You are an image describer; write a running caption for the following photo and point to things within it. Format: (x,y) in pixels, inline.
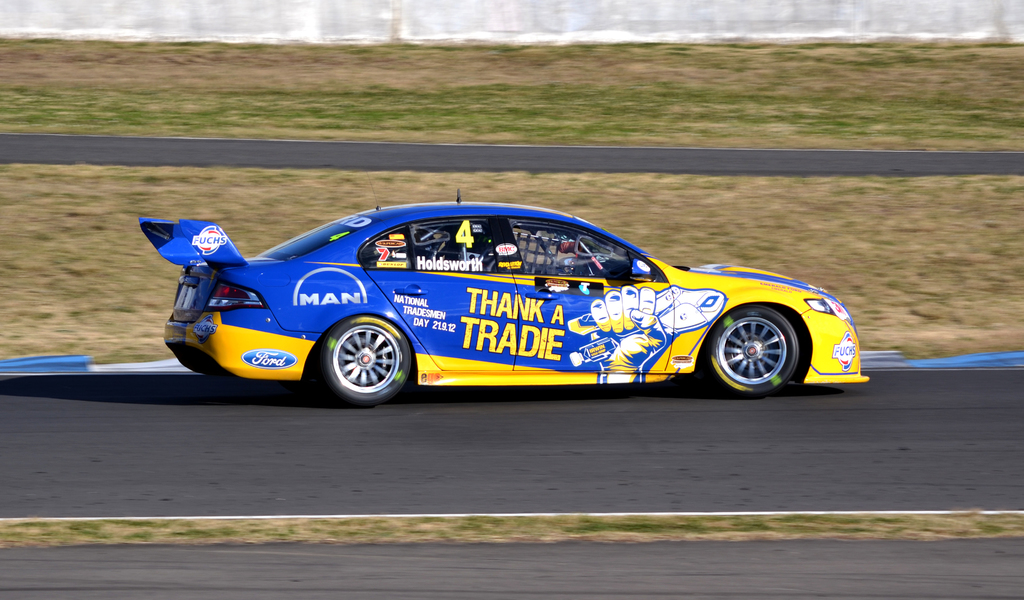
There is a sports car (228,312) moving on a road (641,412) it is of yellow and blue color and there are some paintings (531,313) done on the car (510,256), behind the car (209,287) there is a lot of grass (507,114) and in between the grass (283,136) there is a road (665,149).
